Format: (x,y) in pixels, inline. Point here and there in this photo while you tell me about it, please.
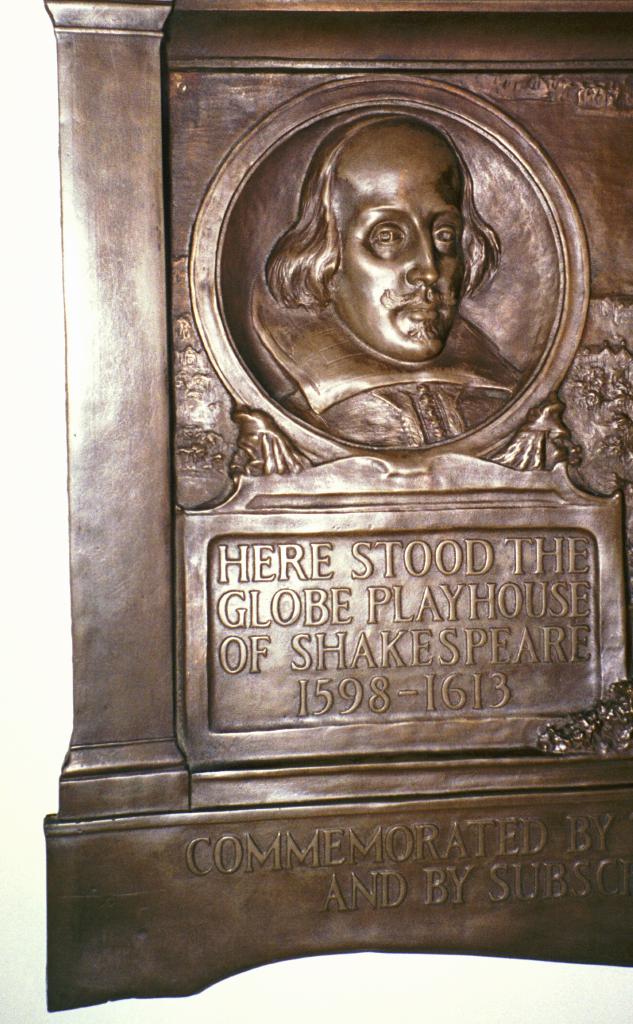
In this image I can see a brown colour thing (119,507) and on it I can see something is written. I can also see depiction face (284,241) of a man (342,195) on the top of this image (396,171).
